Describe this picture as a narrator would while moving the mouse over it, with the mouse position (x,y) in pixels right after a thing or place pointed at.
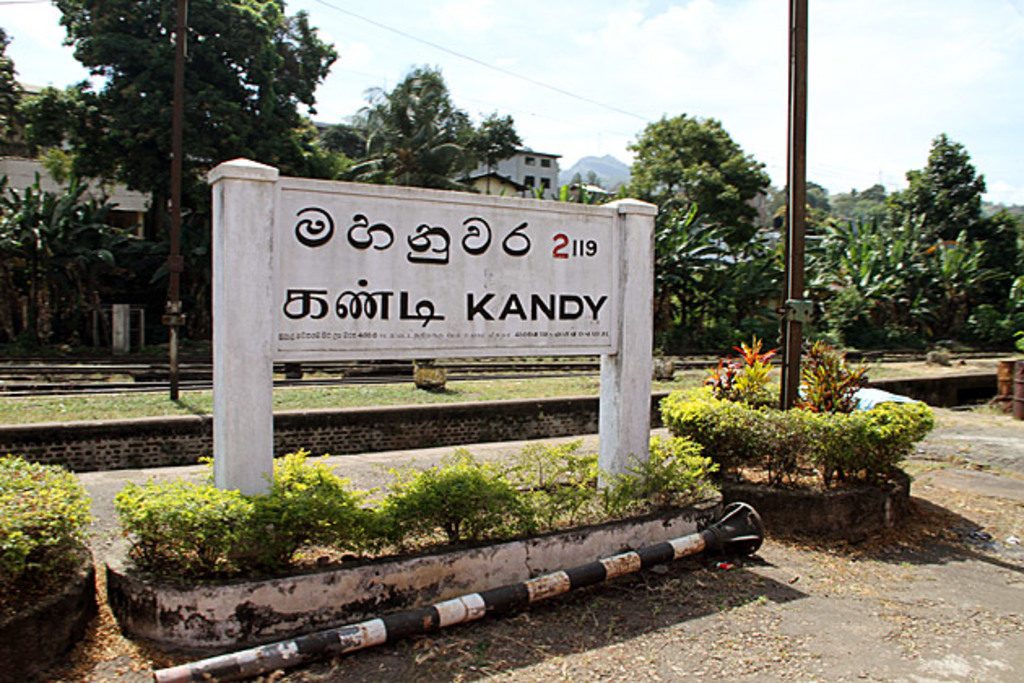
These are trees (28,271) and houses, this is pole (794,225) and a sky (656,69).
